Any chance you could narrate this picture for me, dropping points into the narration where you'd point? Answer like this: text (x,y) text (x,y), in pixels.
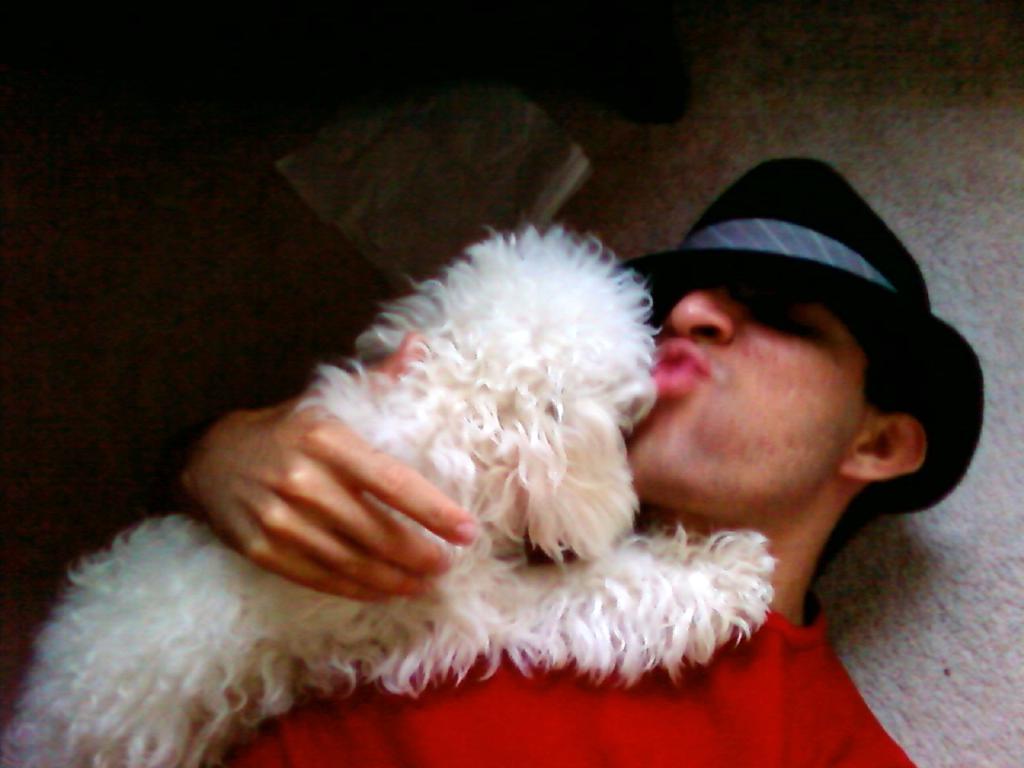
In this image there is one person (633,442) who is lying on a floor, and he is holding a dog (518,354) and he is wearing red shirt (472,713) and cap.
